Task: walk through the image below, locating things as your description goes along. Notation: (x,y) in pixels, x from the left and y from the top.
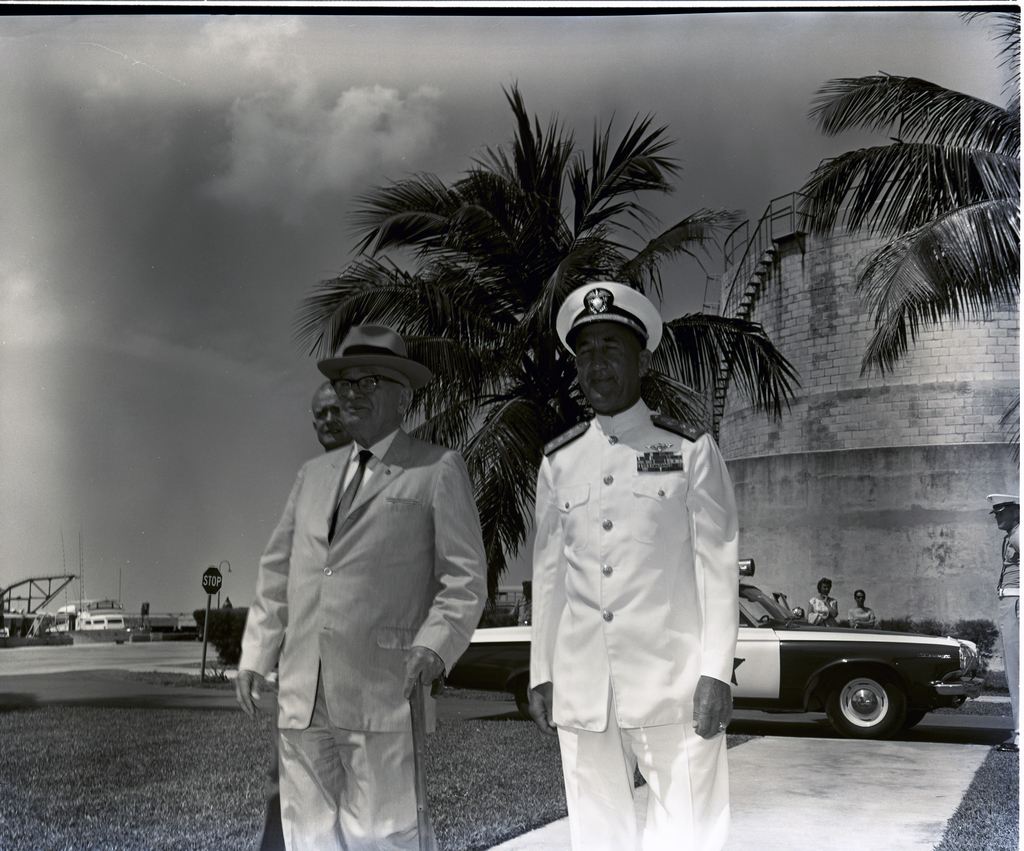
In this picture few people (725,573) standing and I can see trees (728,356), plants (934,632) and a car (874,639) and I can see a sign board (208,589) to the pole (205,633) and a boat (84,623) on the left side (106,627) and looks like a building (823,361) in the back (1005,358) and I can see a cloudy sky (363,125).
